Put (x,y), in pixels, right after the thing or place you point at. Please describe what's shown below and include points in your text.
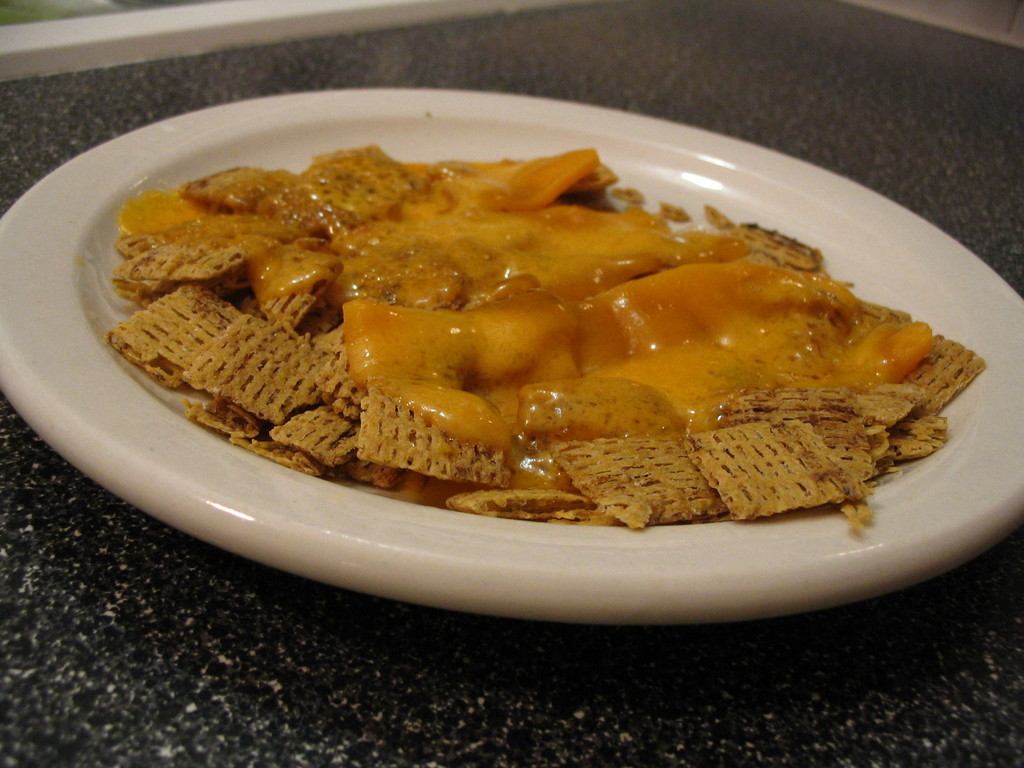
On the black color surface (293,609) there is a white plate (42,286). On the plate (595,526) there is a food item (712,474) with a cream (488,279) on it.
